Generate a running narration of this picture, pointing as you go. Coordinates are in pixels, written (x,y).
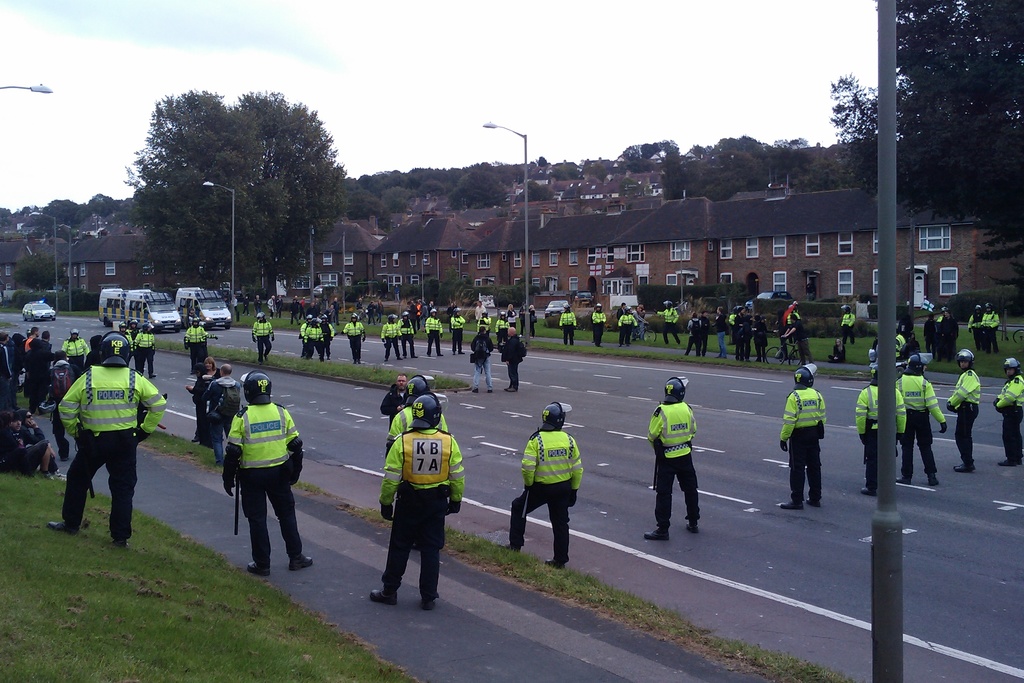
There are few police (403,340) standing in the form of a circle and there are few persons (222,404) beside them and there are few vehicles (148,310), houses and trees (496,169) in the background (507,172).
